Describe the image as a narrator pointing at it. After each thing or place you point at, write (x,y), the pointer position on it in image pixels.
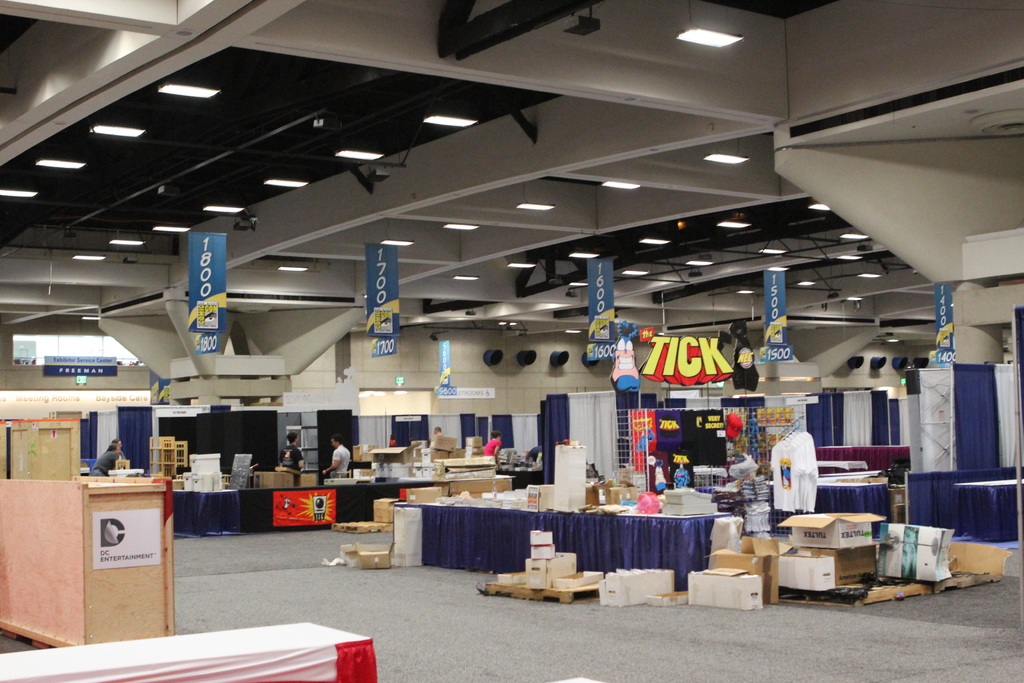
This picture is an inside view of a room (527,306). In the center of the image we can see the tables (398,494). On the tables (375,491) we can see some objects (563,468), boxes (447,441), boards (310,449), cloth (472,512). In the background of the image (334,369) we can see wall (407,376), boards (446,369), some persons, boxes (803,557), curtains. At the bottom of the image (458,596) there is a floor (483,631). On the left side of the image (114,577) we can see crates (156,550). At the top of the image (476,118) we can see lights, roof (627,160).
